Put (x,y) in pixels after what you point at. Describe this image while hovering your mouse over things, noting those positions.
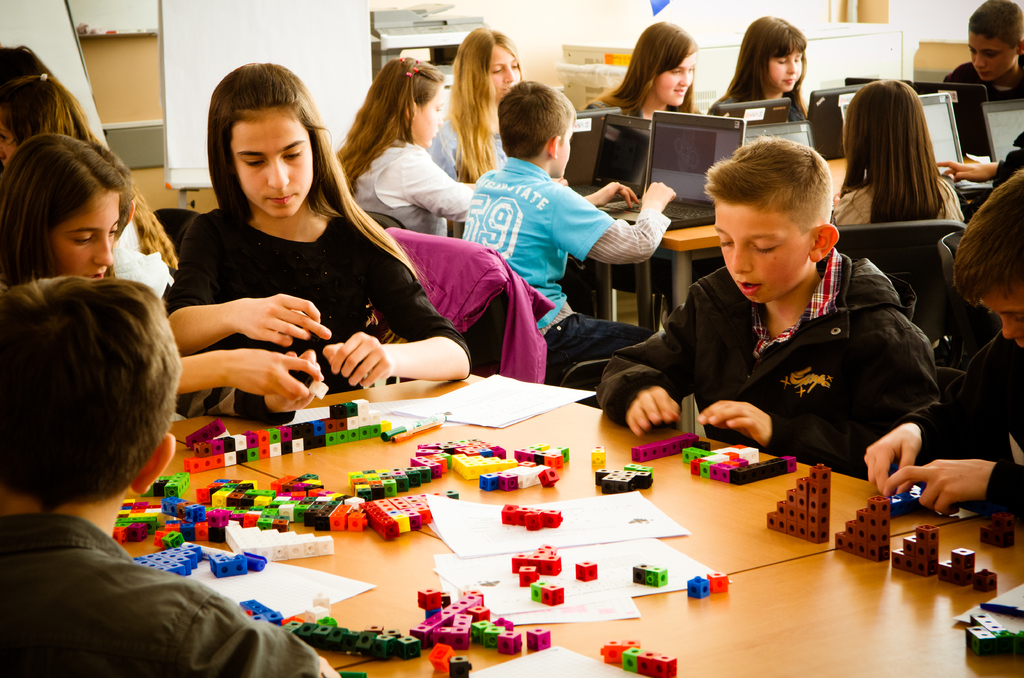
In this image, we can see a few people (650,206) sitting on chairs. There are a few tables (680,260). Among them, we can see a table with some devices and a table (731,557) with some posters (656,560) and building blocks (541,568). We can also see the wall (546,59) and a machine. We can see some boards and a white colored object (562,88). We can see some wood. We can also see some cloth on one of the chairs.
